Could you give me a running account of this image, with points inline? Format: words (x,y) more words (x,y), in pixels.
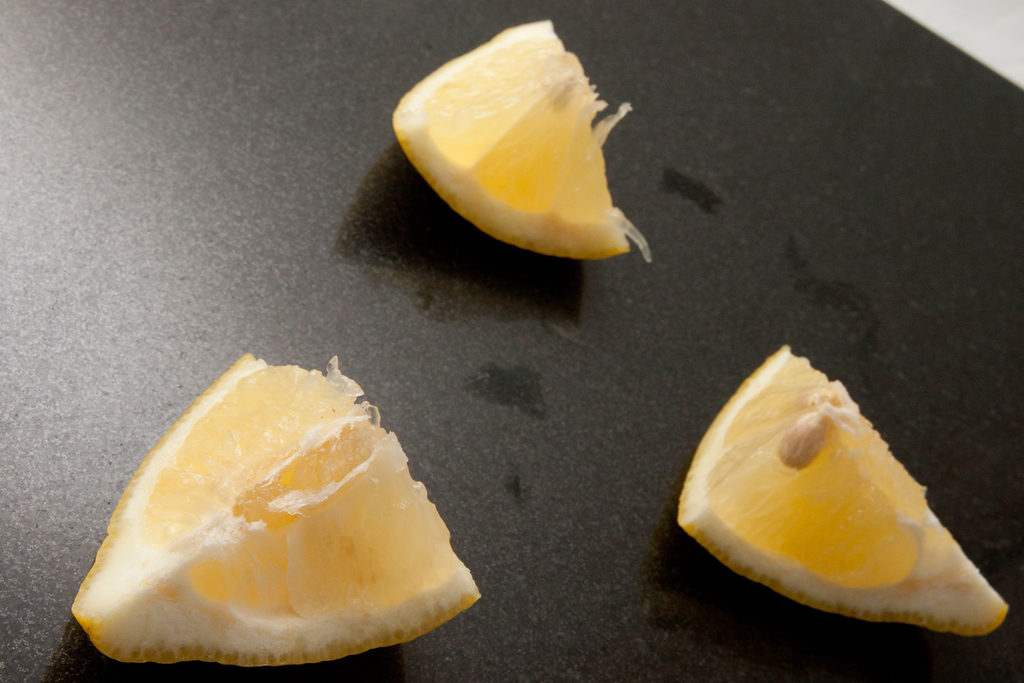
In this picture I can see there are three pieces of lemon (241,398) placed on a black surface (564,653) and the lemon piece (775,418) on the right (781,424) has a seed (789,441).
